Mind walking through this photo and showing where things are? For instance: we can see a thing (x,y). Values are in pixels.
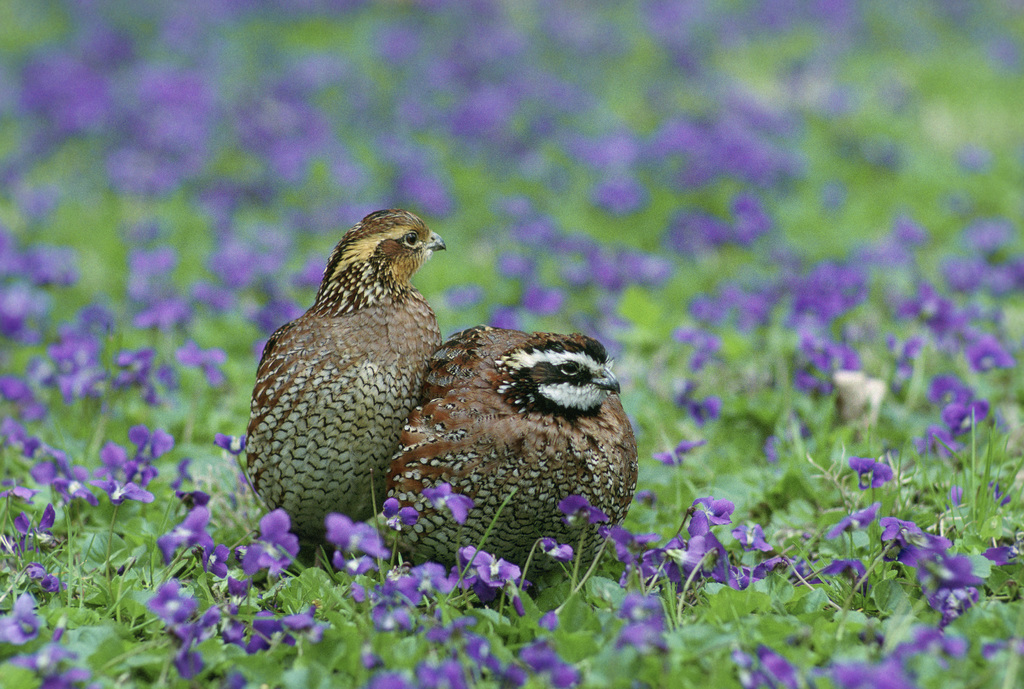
In this image, we can see some plants (830,564). There are birds (484,377) in the middle of the image (450,398). In the background (505,115), image is blurred.
